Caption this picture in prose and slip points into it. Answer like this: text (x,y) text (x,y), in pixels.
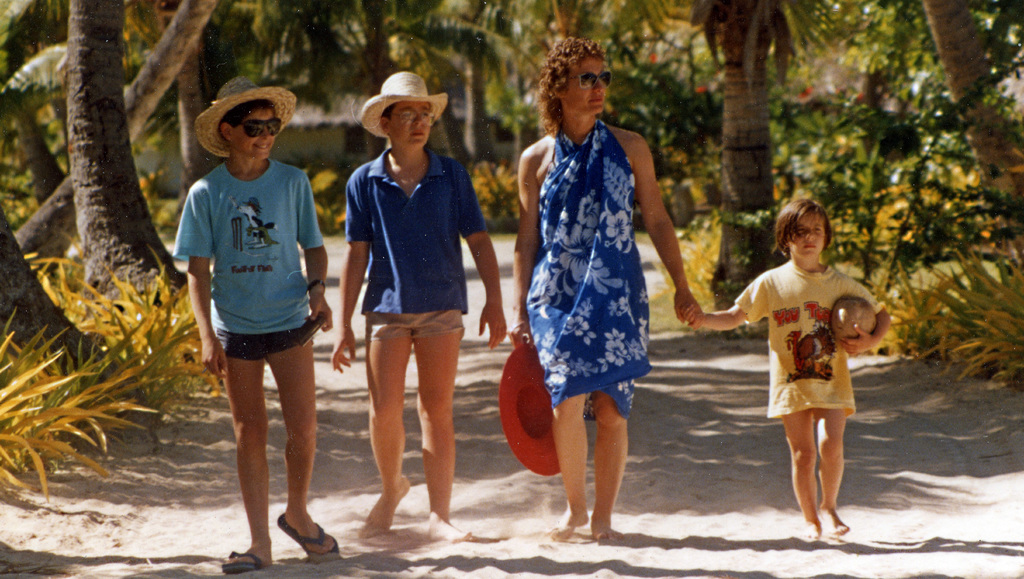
This image is taken outdoors. At the bottom of the image (458,554) there is a ground (532,546) with sand (726,500). In the background (120,318) there are many trees (194,132) and plants (481,204). In the middle of the image (520,312) a kid (829,270) and a woman (561,381) and two boys (289,298) are walking on the ground (502,520). Two boys (355,212) have worn hats (377,104) and a woman (552,395) is holding a hat (522,423) in her hand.
